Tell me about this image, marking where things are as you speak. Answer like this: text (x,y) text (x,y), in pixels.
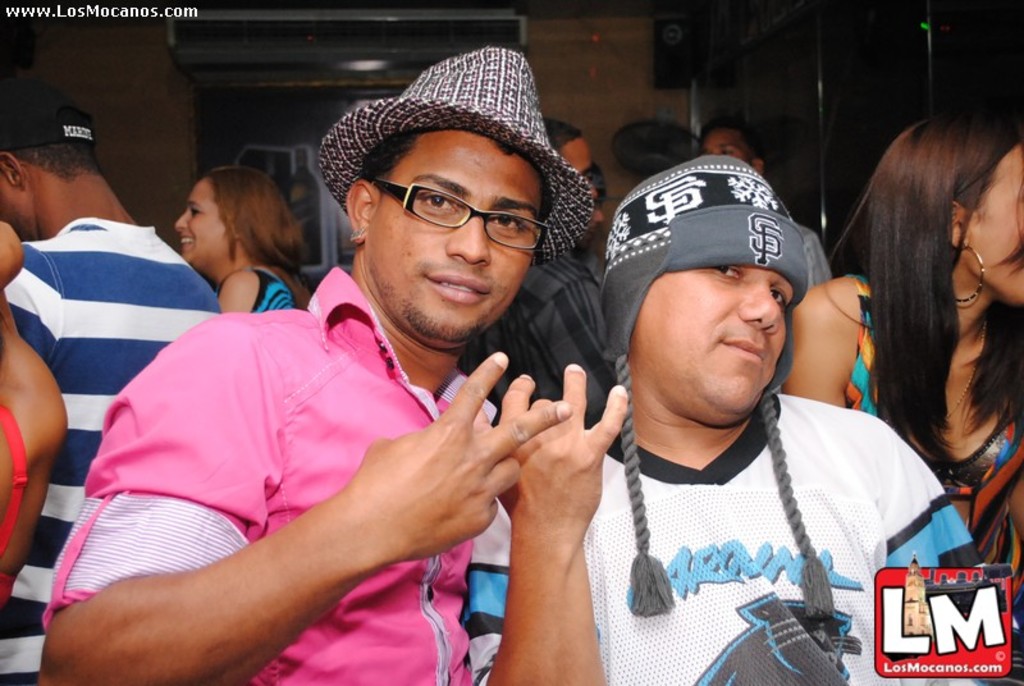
This image consists of two persons (375,467) standing in the front (380,383). On the left (265,513), the man (256,519) is wearing a pink shirt (356,402) and a hat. In the background (991,250), there are many people (1008,250). And we can see a wall (605,115).
